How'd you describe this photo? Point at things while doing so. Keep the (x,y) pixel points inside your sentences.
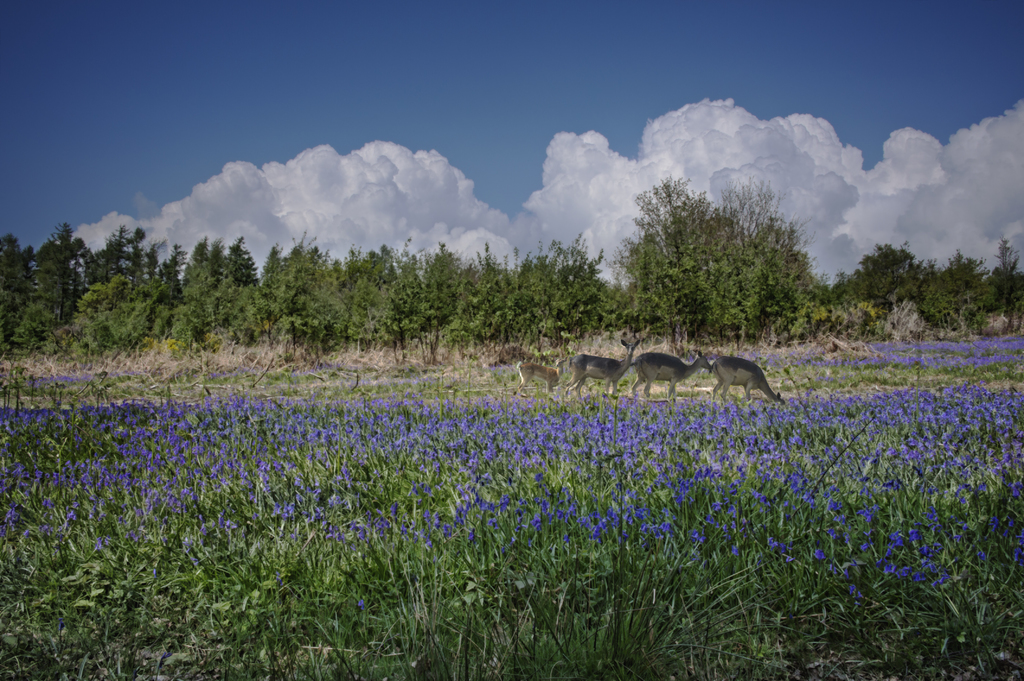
There are many plants (451,511) and to the plants (337,497) there are beautiful purple flowers (629,468). Behind the plants (588,397) there are group of animals (613,364) and in the background (495,288) there are lot of trees (760,286).
